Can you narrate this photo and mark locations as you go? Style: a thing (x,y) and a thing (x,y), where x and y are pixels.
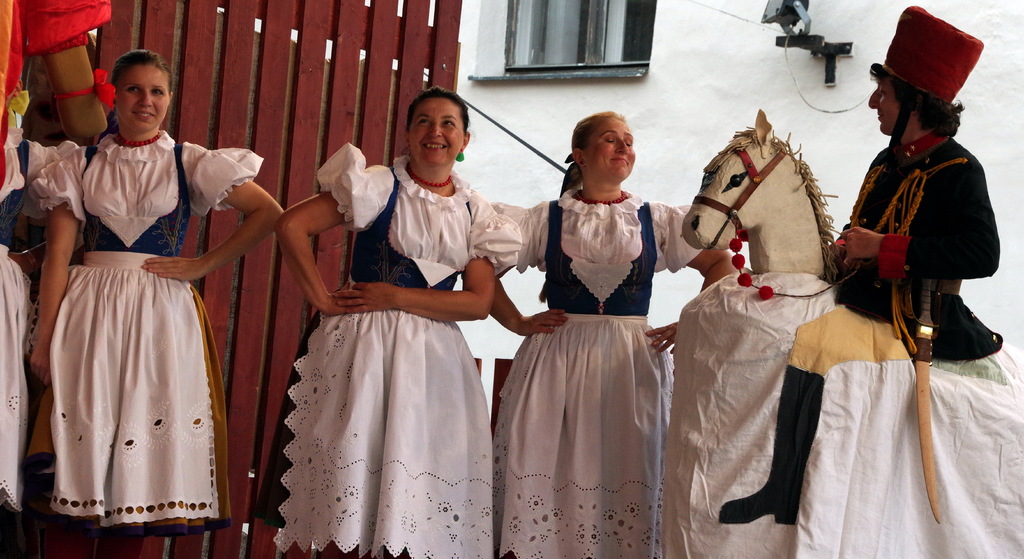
In this picture there are people (853,258), among them there's a man (894,299) wore costume (893,341) and carrying a sword (929,357). In the background of the image (387,128) we can see wooden planks (309,65), object (814,48) on the wall (695,71) and window (572,11).
